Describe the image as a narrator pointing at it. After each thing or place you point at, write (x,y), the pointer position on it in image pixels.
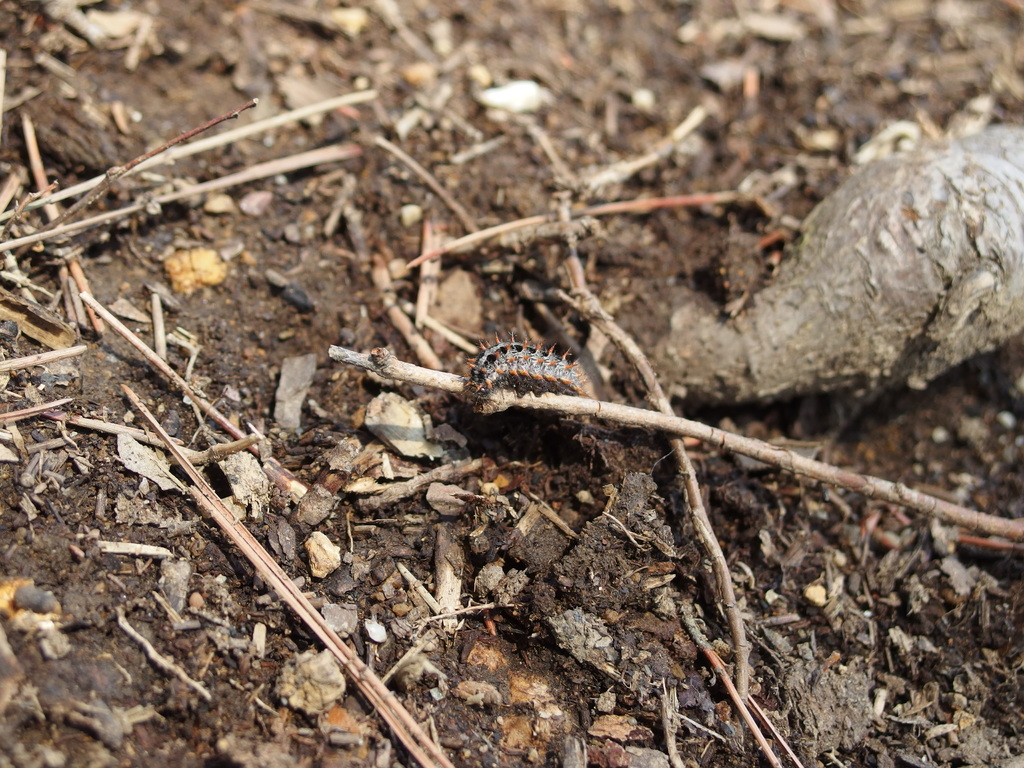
In the image there is soil (311,426), dry leaves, dry grass (187,369) and there is an insect (483,368) on a wooden stick (413,375).
